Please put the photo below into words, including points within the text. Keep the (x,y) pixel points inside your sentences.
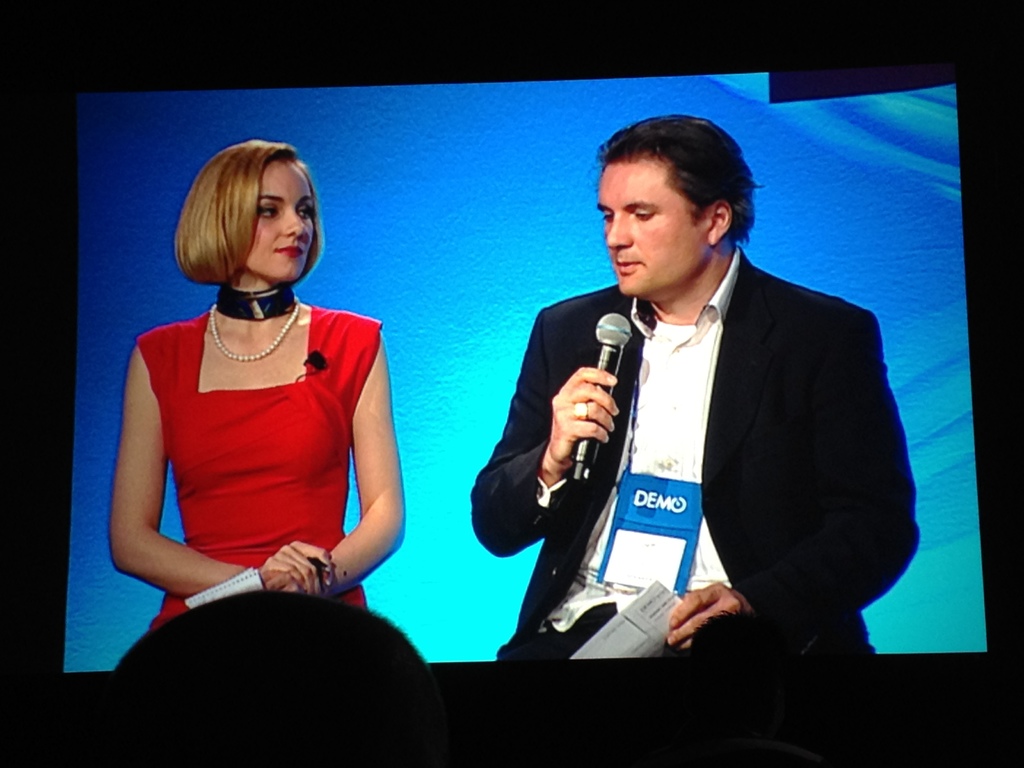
As we can see in the image there is a television (298,538). In television (356,404) there are two people (356,404). The women (254,399) on the left side (254,424) is wearing red color dress (255,431) and black color chain (270,309) and the man (729,427) who is sitting on the right side (709,369) is wearing black color jacket (812,419) and talking on mic (624,319).
